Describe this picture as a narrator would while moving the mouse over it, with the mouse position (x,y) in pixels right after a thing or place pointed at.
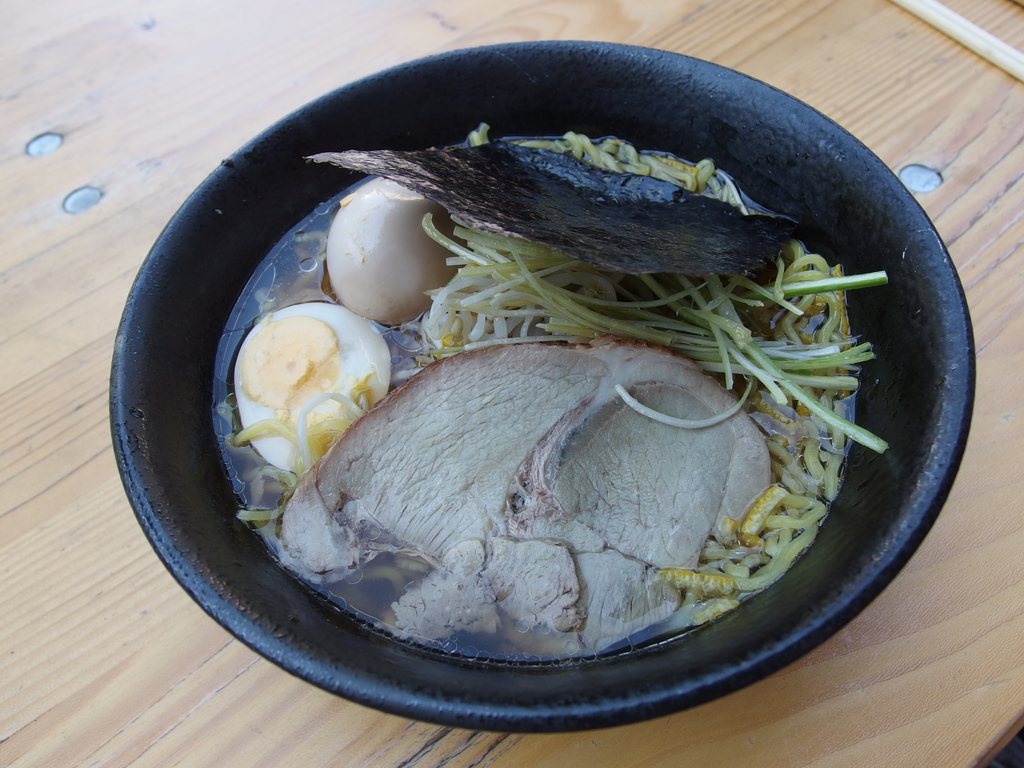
In this image I can see food (475,323) which is in cream, white, yellow and black color in the bowl (185,507) and the bowl (188,488) is in black color, and the bowl (222,544) is on the table (149,564).
